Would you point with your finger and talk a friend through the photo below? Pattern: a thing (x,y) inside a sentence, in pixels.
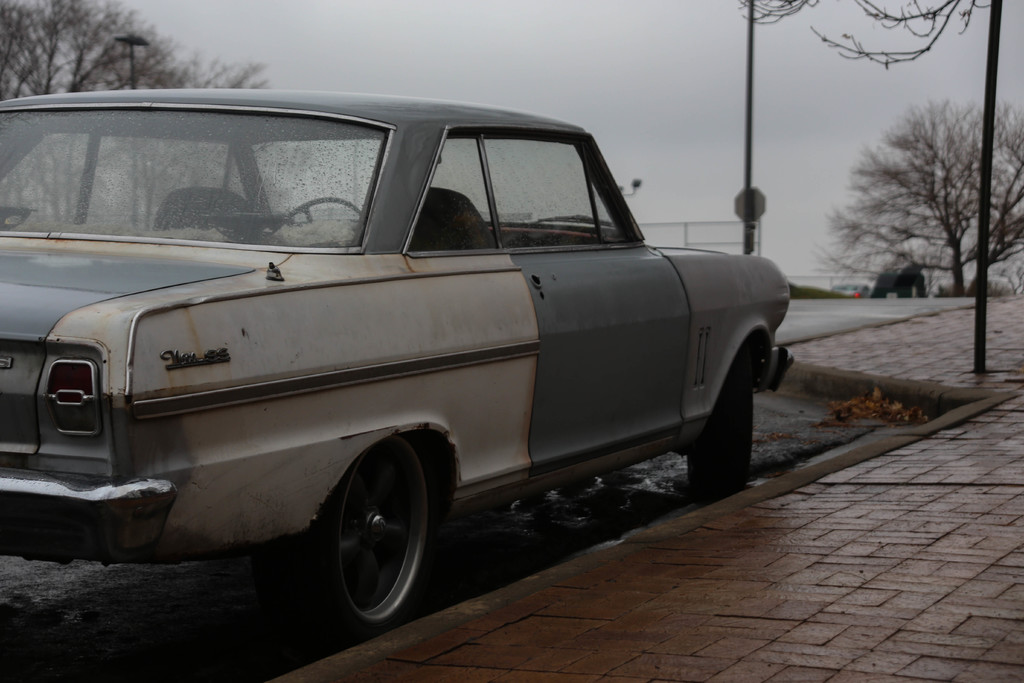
This picture is clicked outside. On the right (946,360) we can see the pavement (869,515) and we can see a car (350,272) parked on the ground (214,624). In the background (636,56) we can see the sky (627,31), poles (986,190), trees (920,217) and some other objects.
